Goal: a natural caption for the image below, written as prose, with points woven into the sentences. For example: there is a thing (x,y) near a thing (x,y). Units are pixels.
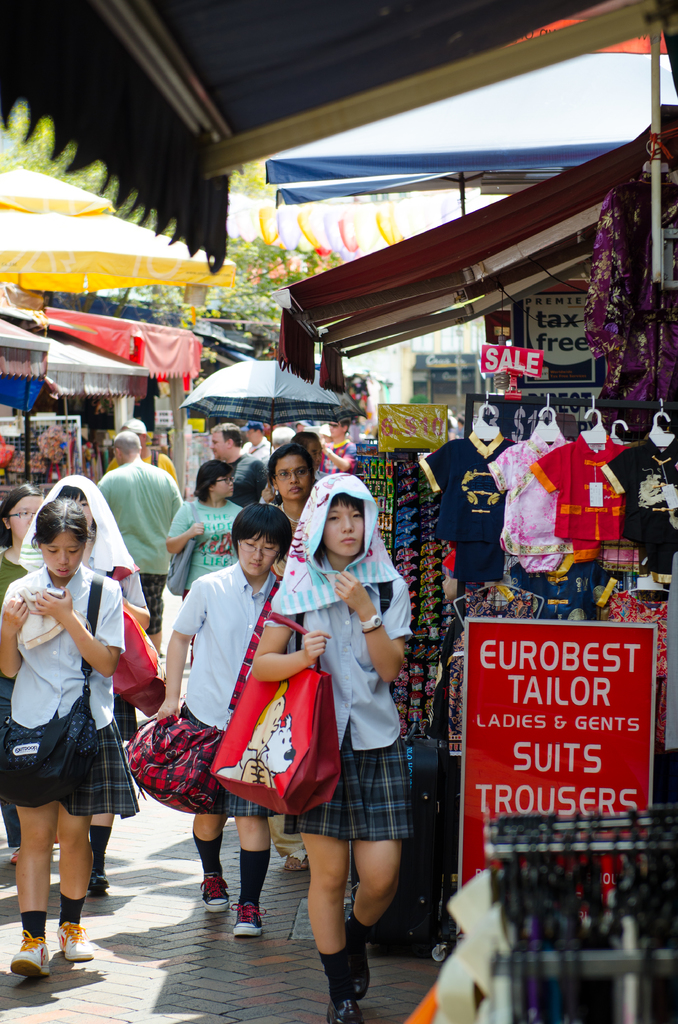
Here we can see people (374,636), tents (89,351), tree (242,299), clothes (514,610) and information board (533,732). Far we can see an umbrella (258,385). These are boards (553,388). These people (312,612) wore bags (219,787). Here we can see things (400,534).
